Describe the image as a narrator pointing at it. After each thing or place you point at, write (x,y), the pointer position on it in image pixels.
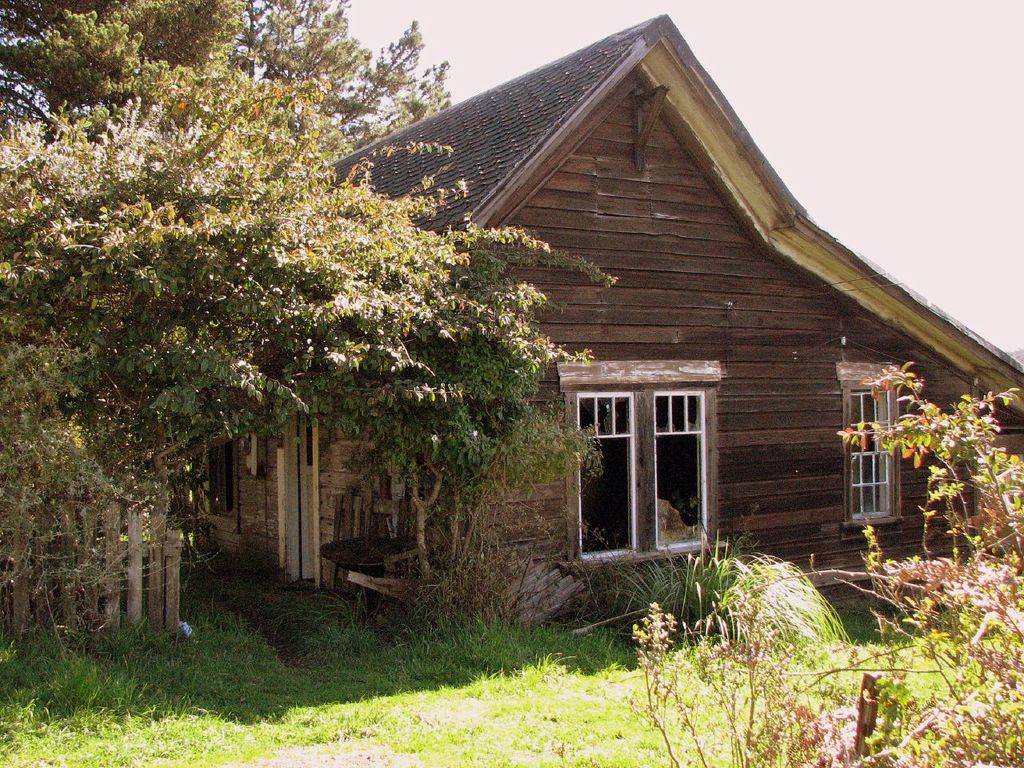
In this image I can see grass ground (455,712), plants (486,578), trees (371,399), a house (415,171), windows (704,441) and on the bottom left side (165,542) I can see wooden fencing (118,584). I can also see the sky (816,109) in the background (944,41).
